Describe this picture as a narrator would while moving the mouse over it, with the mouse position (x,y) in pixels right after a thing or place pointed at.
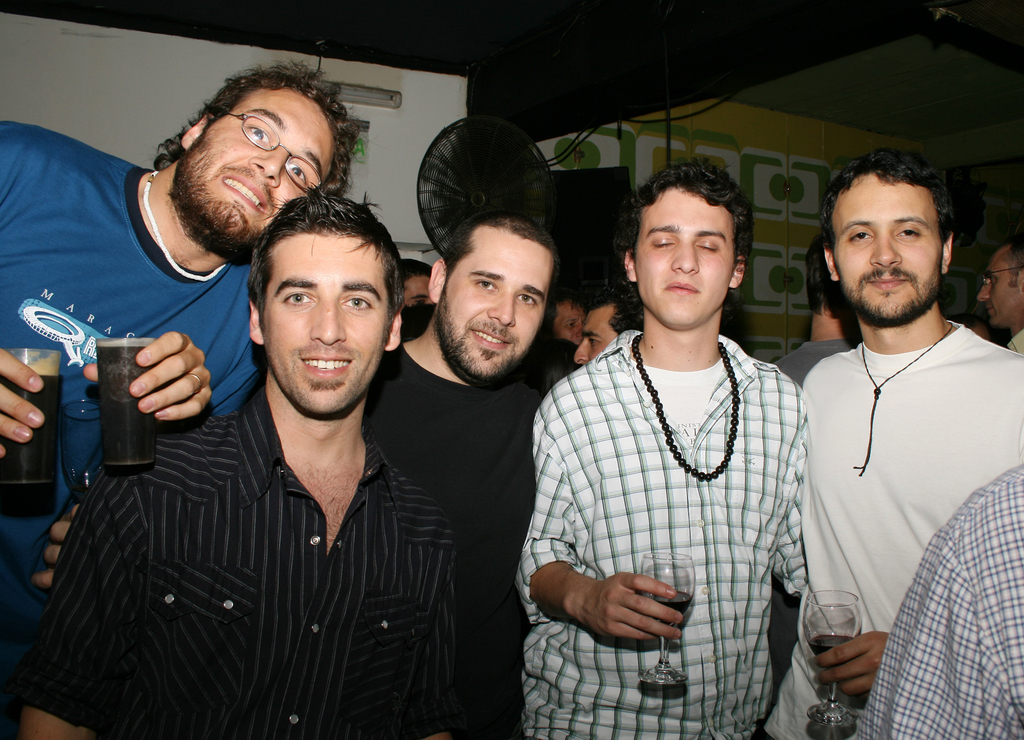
In this picture I can observe some men (365,310) standing on the floor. Some of them are holding wine glasses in their hands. Most of them are smiling. In the background (503,172) there is a fan (469,198) and a wall (396,154).
